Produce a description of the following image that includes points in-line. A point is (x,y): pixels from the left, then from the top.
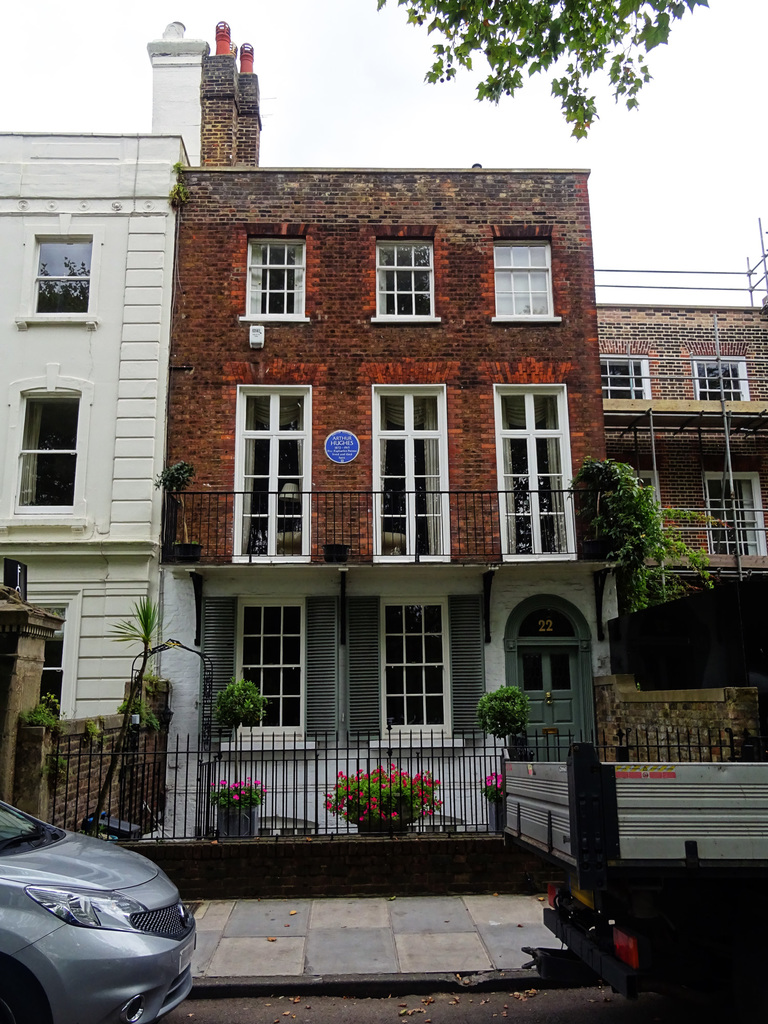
In this image there is the sky (603,158) truncated towards the top of the image (356,75), there is a tree (592,57) truncated towards the top of the image (480,26), there are buildings (230,378), there is a building (101,403) truncated towards the left of the image (71,383), there is a building (680,354) truncated towards the right of the image (683,342), there are windows (442,548), there is door (530,697), there is the wall (498,633), there are plants (382,784), there are flower pots (238,817), there is fencing (272,777), there is road (300,1003) truncated towards the bottom of the image (446,1000), there is a vehicle (640,818) truncated right of the image (669,825), there is a vehicle (102,927) truncated towards the left of the image (82,903).
